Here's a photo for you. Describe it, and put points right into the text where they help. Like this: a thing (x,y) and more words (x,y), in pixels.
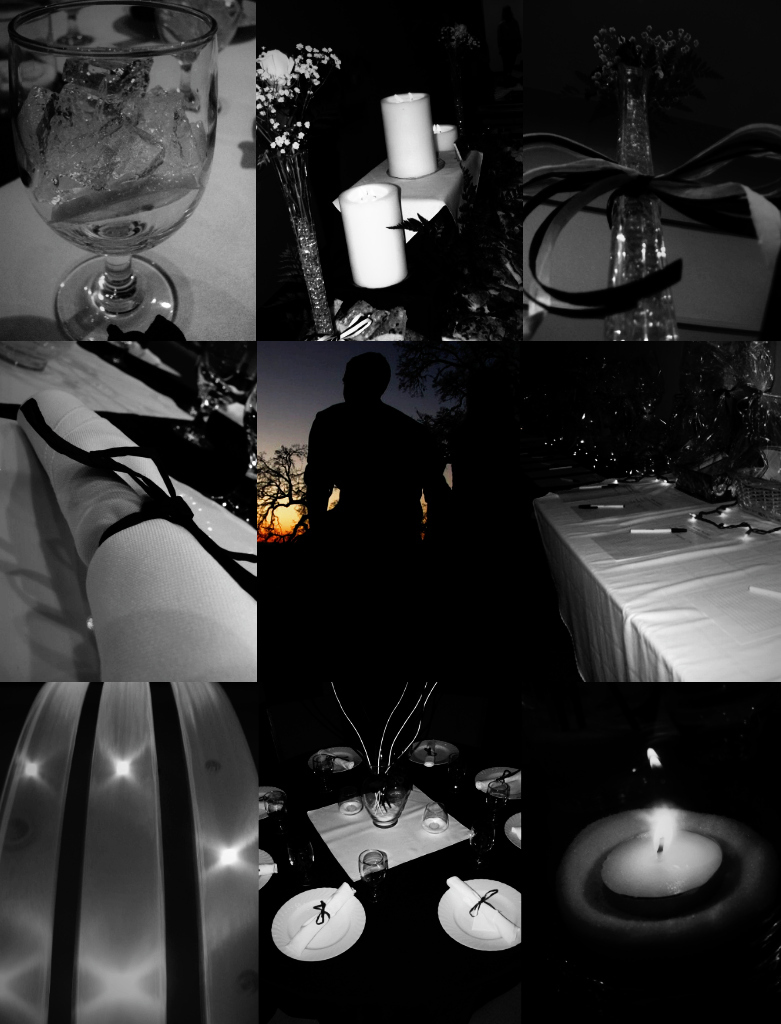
This photograph deals with the collage of nine photos in it, First is a water glass (176,206) photo, second with candle (416,108) in the tray (414,222), Middle shows a person (399,518) standing and seeing to the sunset (282,506). And in the down we can see a dining table (410,952) with plates (468,933) on it.
